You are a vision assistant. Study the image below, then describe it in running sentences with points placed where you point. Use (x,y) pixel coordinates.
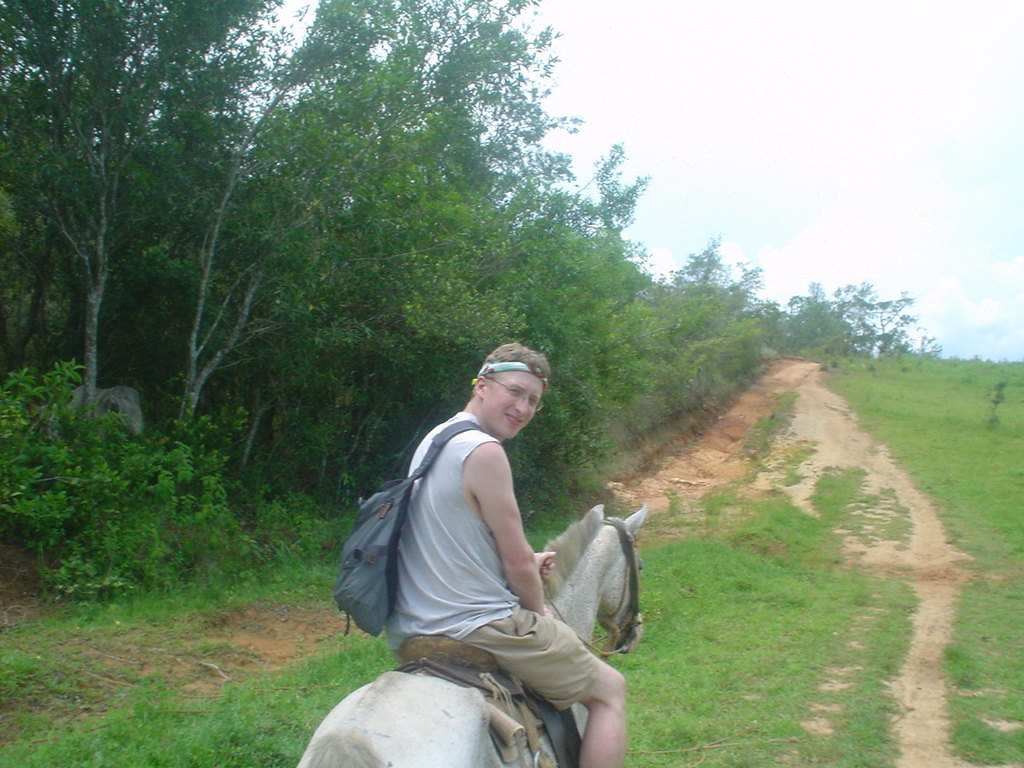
In this image we have a man (440,482) who is sitting on the horse (483,730). The man (470,583) is wearing white top (442,557) and shorts (524,650). He is carrying a bag (385,535). In the left side of the image (237,372) we have trees (294,204) and on the right side of the image (817,416) we can see a path (786,434) and a blue sky (801,155).
